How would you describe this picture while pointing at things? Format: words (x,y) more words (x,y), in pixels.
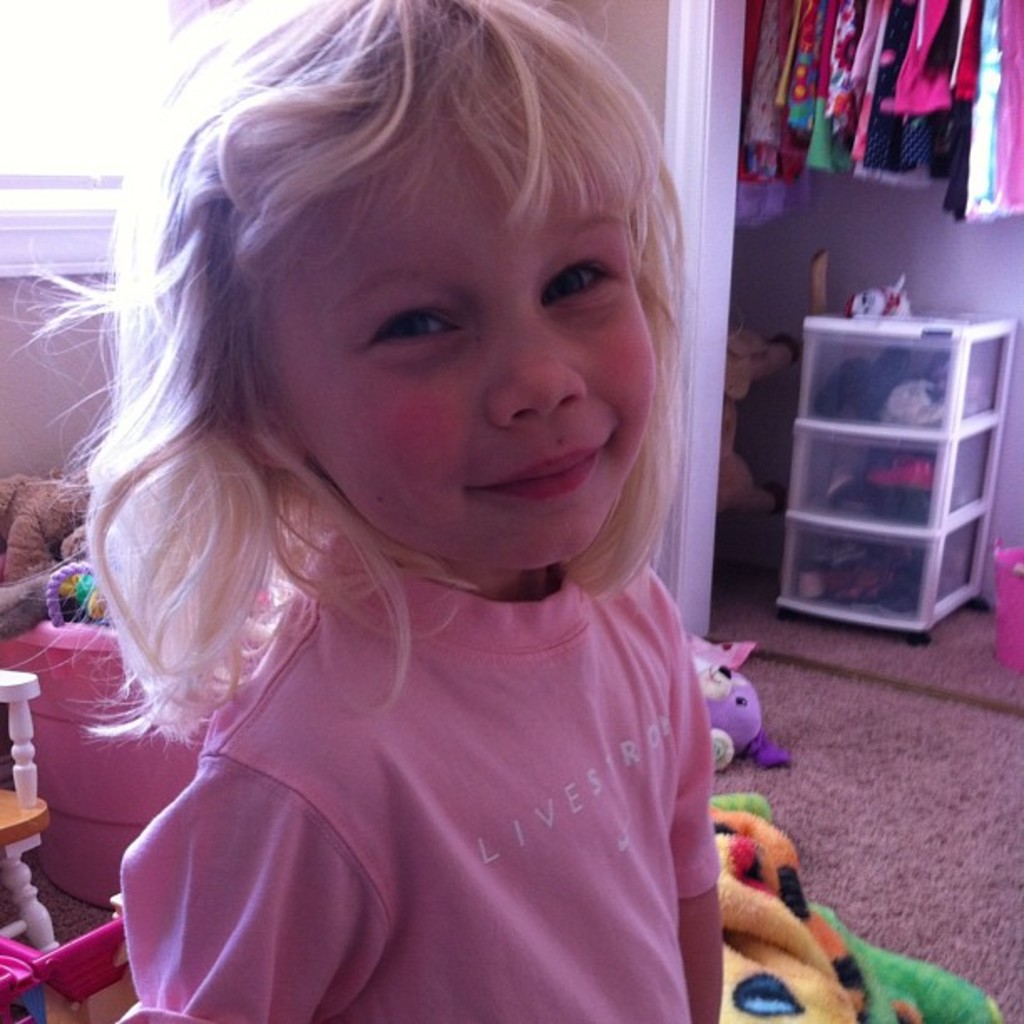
This image is clicked inside a room (41,427). There is a girl (568,521) in the middle (612,500). Behind her there is a chair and dolls (775,885). There are clothes (842,163) in the top right corner (939,101). There is a box (918,520) on the right side (815,456).
